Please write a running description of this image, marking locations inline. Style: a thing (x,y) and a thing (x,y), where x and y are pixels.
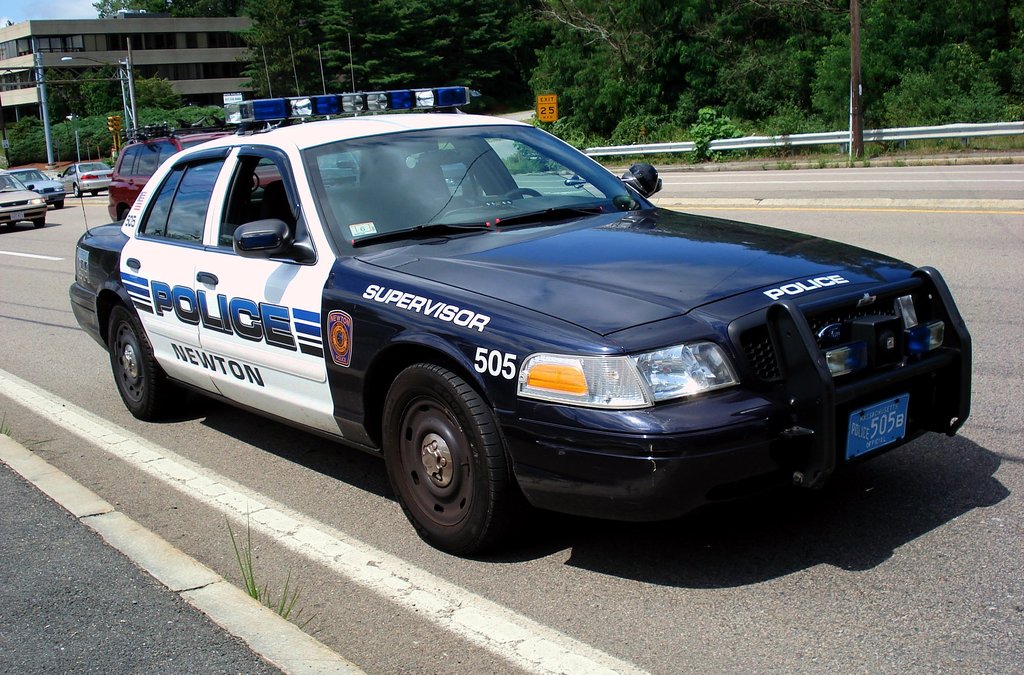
In this image there are a few vehicles (137,191) on the road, a police vehicle (409,189), a light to one of the poles (73,81), a fence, trees (714,100), a building (192,46) and some clouds (56,13) in the sky (42,11).
